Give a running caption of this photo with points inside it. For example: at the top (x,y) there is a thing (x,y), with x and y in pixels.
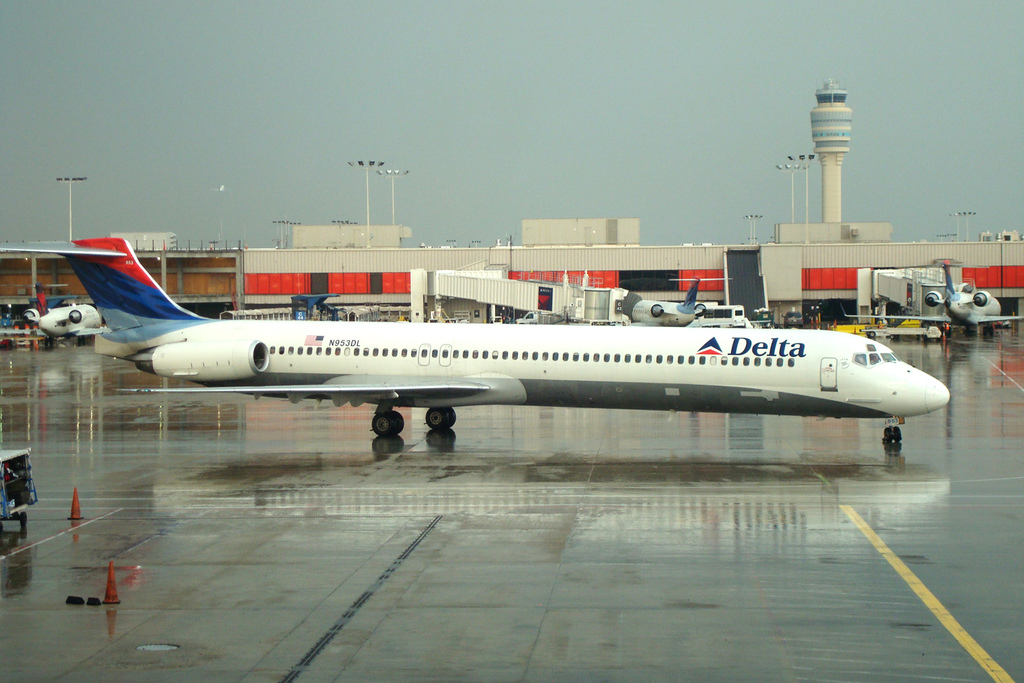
In this picture we can see airplanes (304,358), vehicles (9,461), traffic cones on the road (657,534), building (780,318), poles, lights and tower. In the background of the image (523,53) we can see the sky (540,63).
